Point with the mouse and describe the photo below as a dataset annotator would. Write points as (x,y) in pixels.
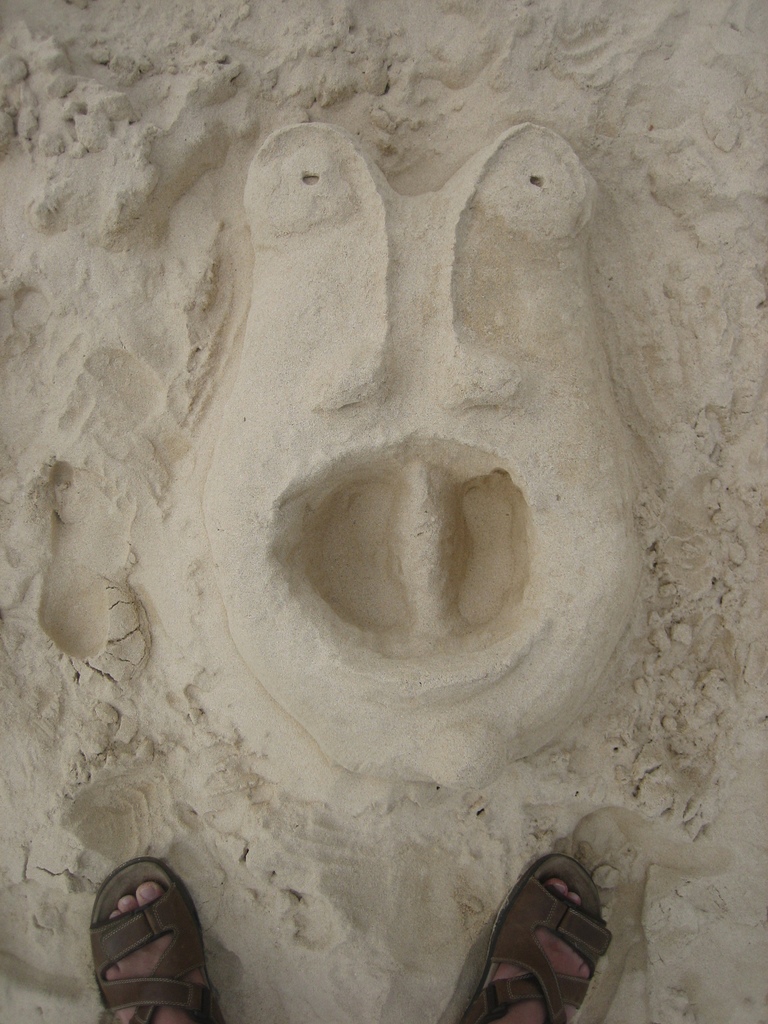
At the bottom of the image (548,959) there are persons legs (548,947). There is a depiction (464,319) of a person (300,350) on the sand (324,506).
